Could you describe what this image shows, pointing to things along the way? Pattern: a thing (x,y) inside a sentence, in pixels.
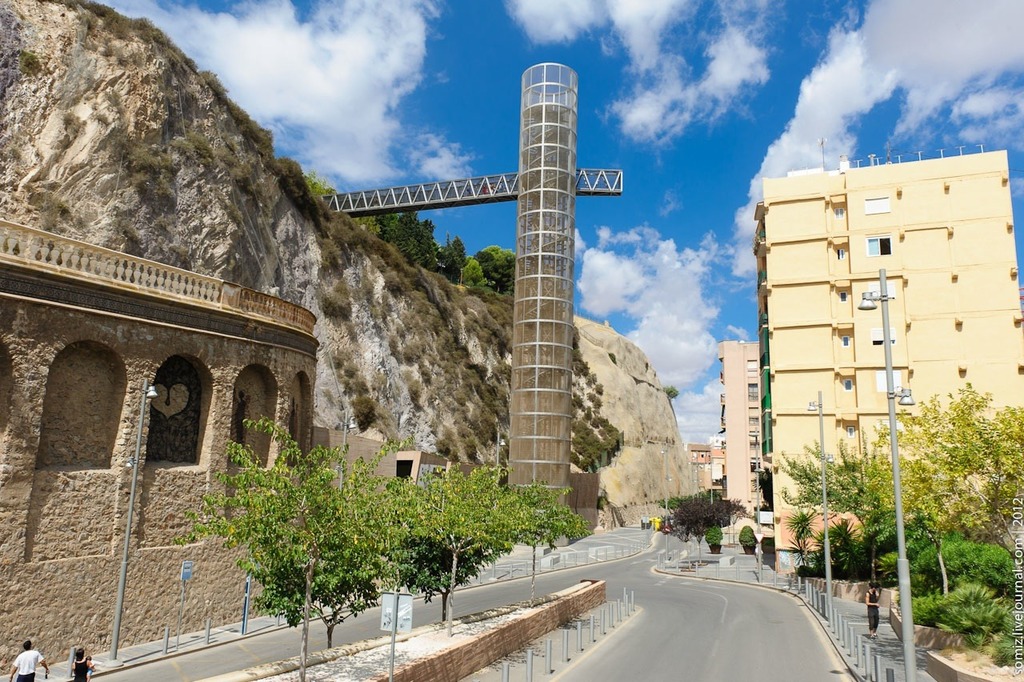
In the center of the image (561,376) we can see the sky (825,47), clouds (827,157), buildings (762,378), trees (312,532), poles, one tower (537,392) with a bridge (340,202), few people (23,656) and a few other objects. On the right side of the image (1022,604), we can see some text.
